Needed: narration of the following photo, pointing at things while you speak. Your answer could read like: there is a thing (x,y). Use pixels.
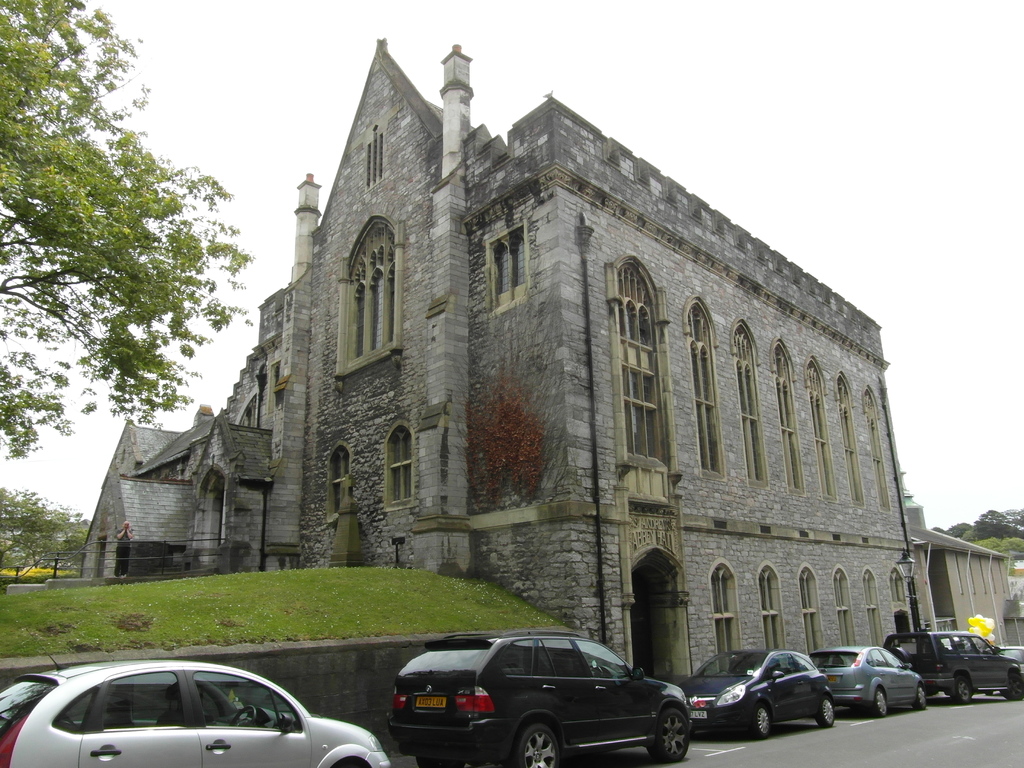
This picture is clicked outside. In the foreground (451,727) we can see the group of cars (929,651) parked on the road (893,720). In the center (506,342) we can see the green grass (3,597), trees (5,253) and the buildings (619,489). In the background (951,133) there is a sky (951,133) and the trees (27,519).
